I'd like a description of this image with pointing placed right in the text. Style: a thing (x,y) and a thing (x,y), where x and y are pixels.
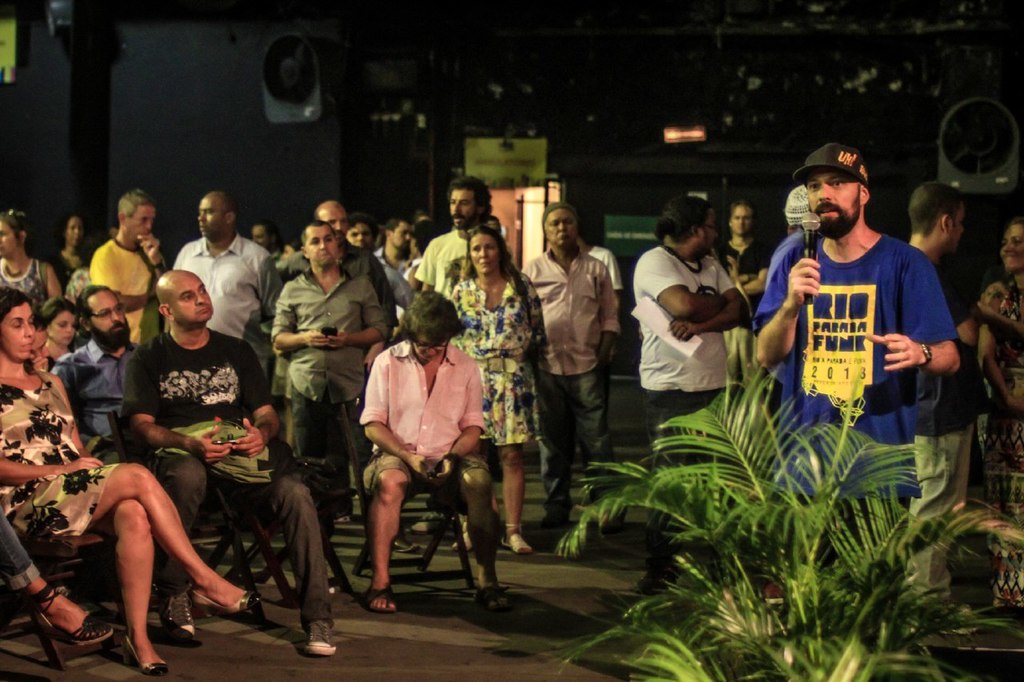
Background (140,118) portion of the picture is dark. We can see few objects (295,95). In this picture we can see people (591,315). Few people (178,433) are sitting and few people (568,258) are standing. On the right side of the picture (694,422) we can see a plant (699,550) and we can see a man (883,291) wearing a cap (853,153) and standing. We can see he is holding a microphone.
